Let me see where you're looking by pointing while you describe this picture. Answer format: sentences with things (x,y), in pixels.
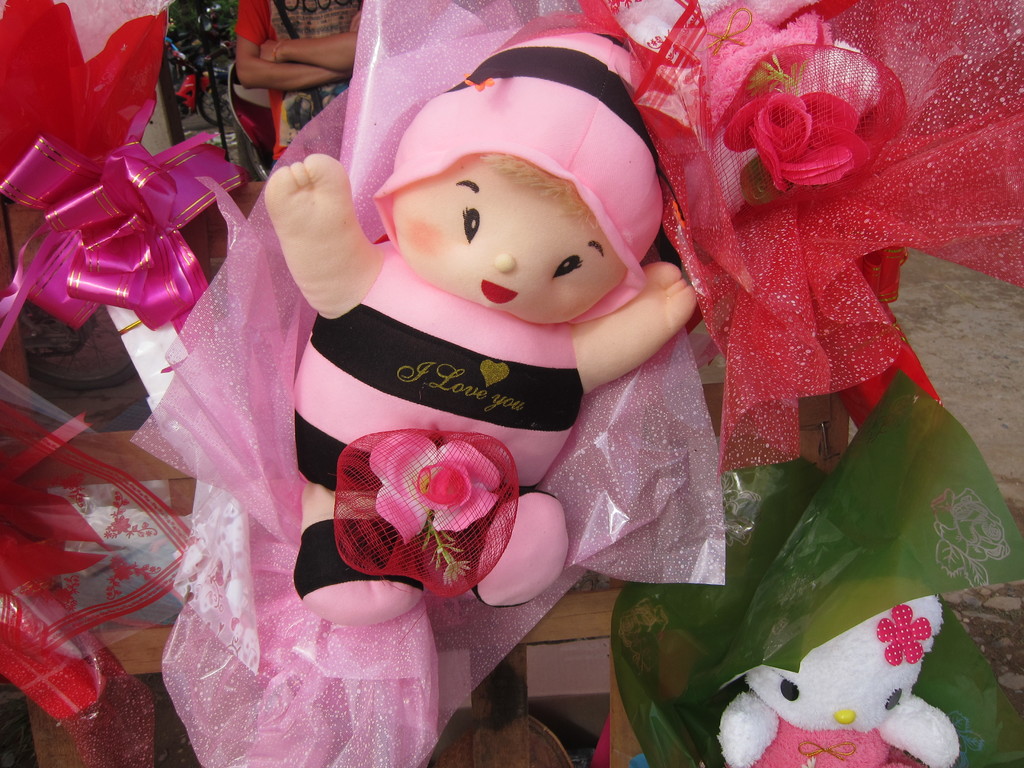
In this image there are two dolls (489,586) and decorative wrappers (304,346), behind the doll (298,163) there is a person (321,79).
